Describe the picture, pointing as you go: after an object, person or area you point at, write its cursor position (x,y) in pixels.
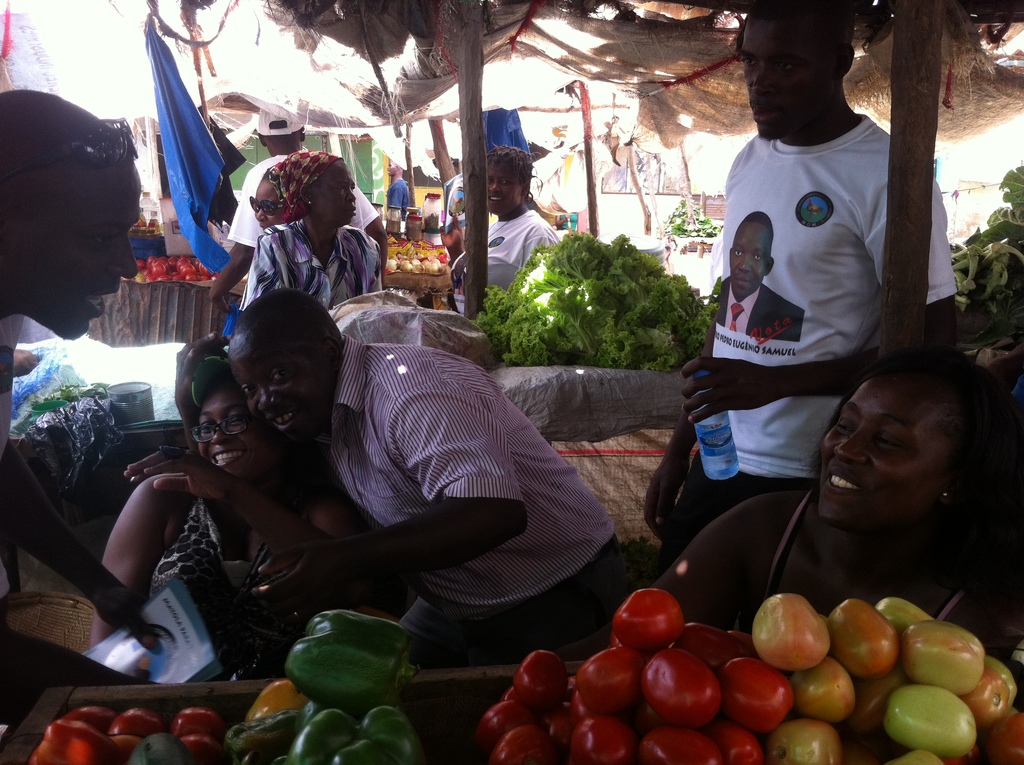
In this image we can see vegetable stalls (471,688) and people (271,234). There are wooden poles (896,184). At the top of the image (506,44) there is cloth (526,41) for shelter.
